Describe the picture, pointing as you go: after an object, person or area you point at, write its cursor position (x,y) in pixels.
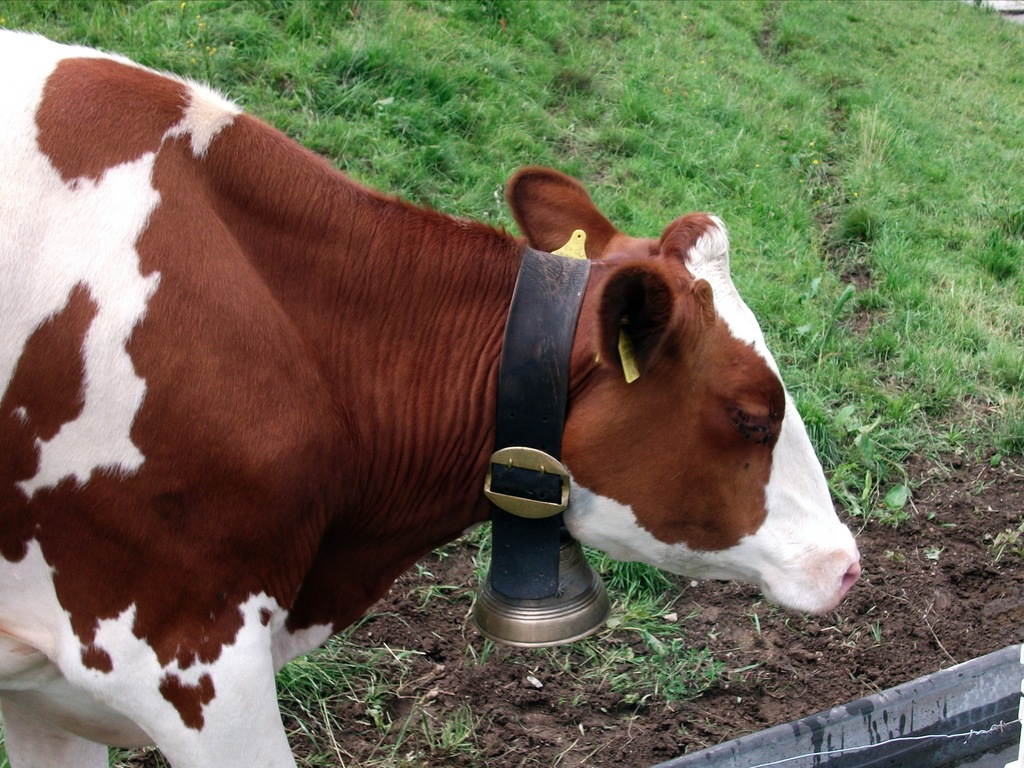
In this image we can see an animal (363,396) and there is a bell (549,616) attached to the neck (527,481) of the animal (820,467) and we can see the grass (573,127) on the ground (553,675).
